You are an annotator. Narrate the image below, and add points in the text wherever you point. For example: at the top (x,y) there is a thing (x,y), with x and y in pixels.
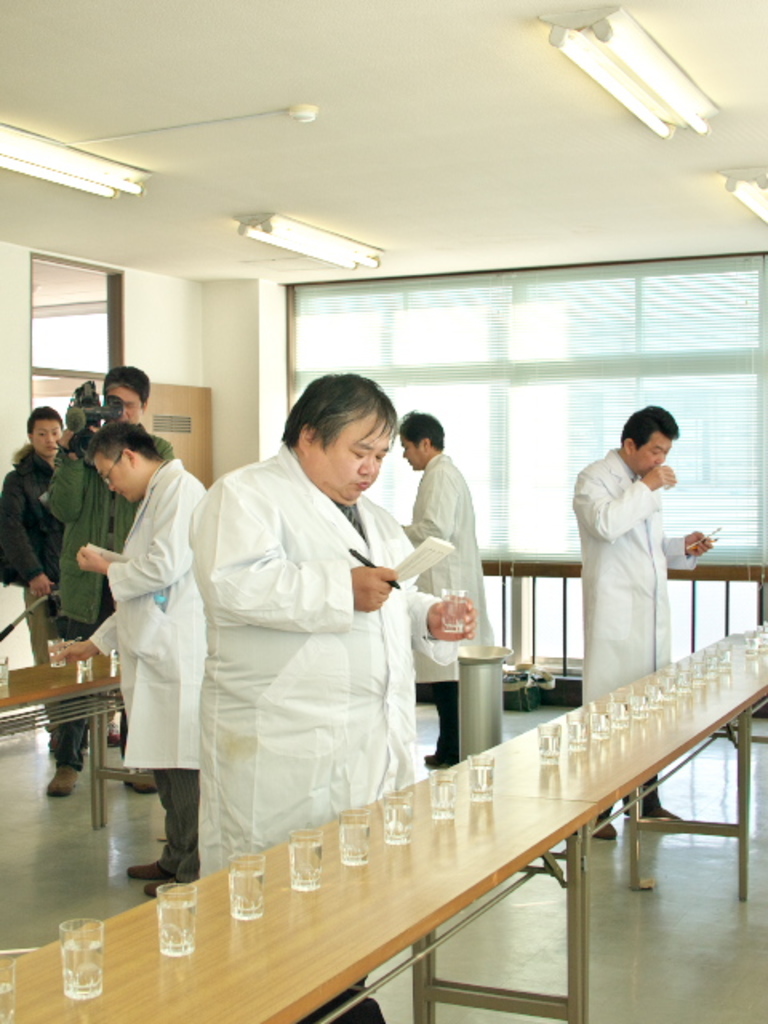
In this image i can see a man (272,560) wearing a white dress (317,607) holding a pen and paper (418,555) and glass (446,626) in his hand (440,634), at right (628,582) there is other man (605,575) standing and drinking holding a glass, there are few glasses (402,822) on the table (262,933), at the back ground (75,468) i can see, a man (100,496) holding a camera (76,403) wearing a green dress (79,511) and a man (119,565) holding glass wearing a white dress (130,570) at the back ground (423,344) i can see a glass door (407,309), a wooden door (196,406), at the top (288,223) there is a light (269,239).
